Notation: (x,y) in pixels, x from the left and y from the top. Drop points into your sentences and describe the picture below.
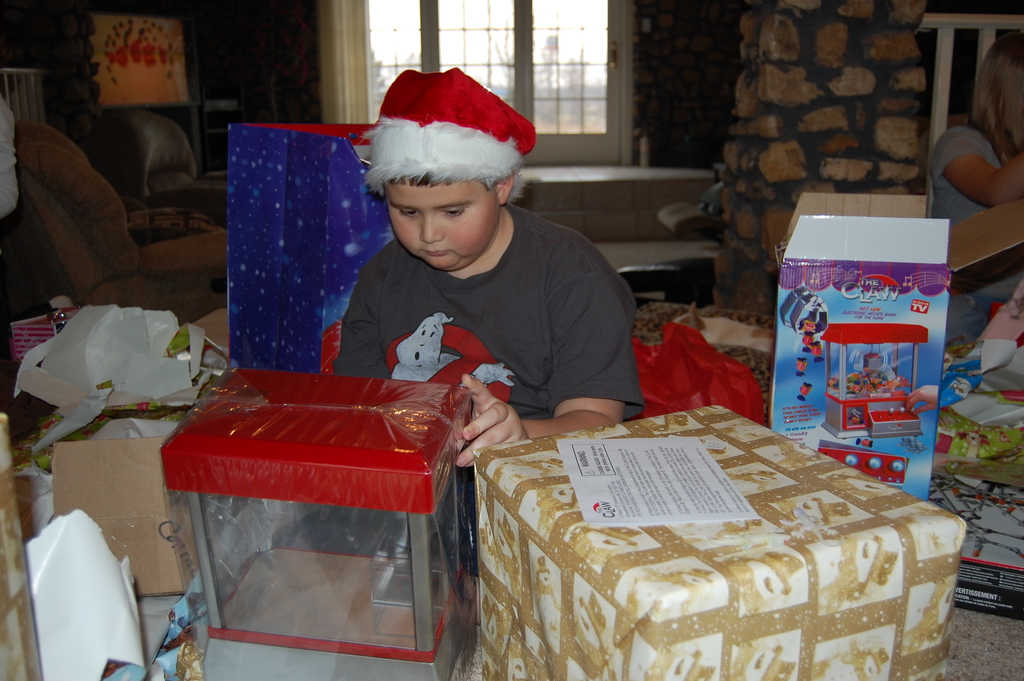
In this image I can see two people (985,196), cardboard boxes (800,352), papers (120,400), boxes (787,352), chairs (83,250), windows (431,20), wall (771,37) and few objects (313,488) around.
